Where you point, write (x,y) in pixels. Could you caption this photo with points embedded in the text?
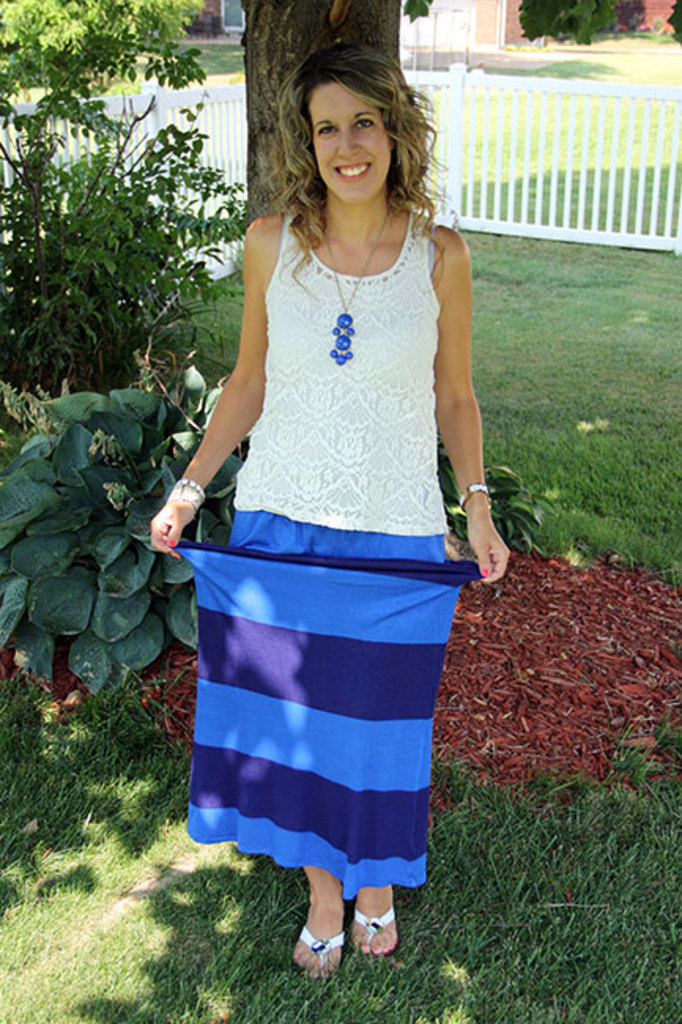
This picture might be taken from outside of the city. In this image, in the middle (364,386), we can see a woman (361,392) standing on the grass (400,888). On the left side (105,48), we can see some plants (182,315), grills (241,140), trees (106,8). In the background (371,39), we can see a wooden trunk (344,10), grill (540,159), trees (170,208), building (667,0). At the bottom (52,798), we can see a grass (650,767).
